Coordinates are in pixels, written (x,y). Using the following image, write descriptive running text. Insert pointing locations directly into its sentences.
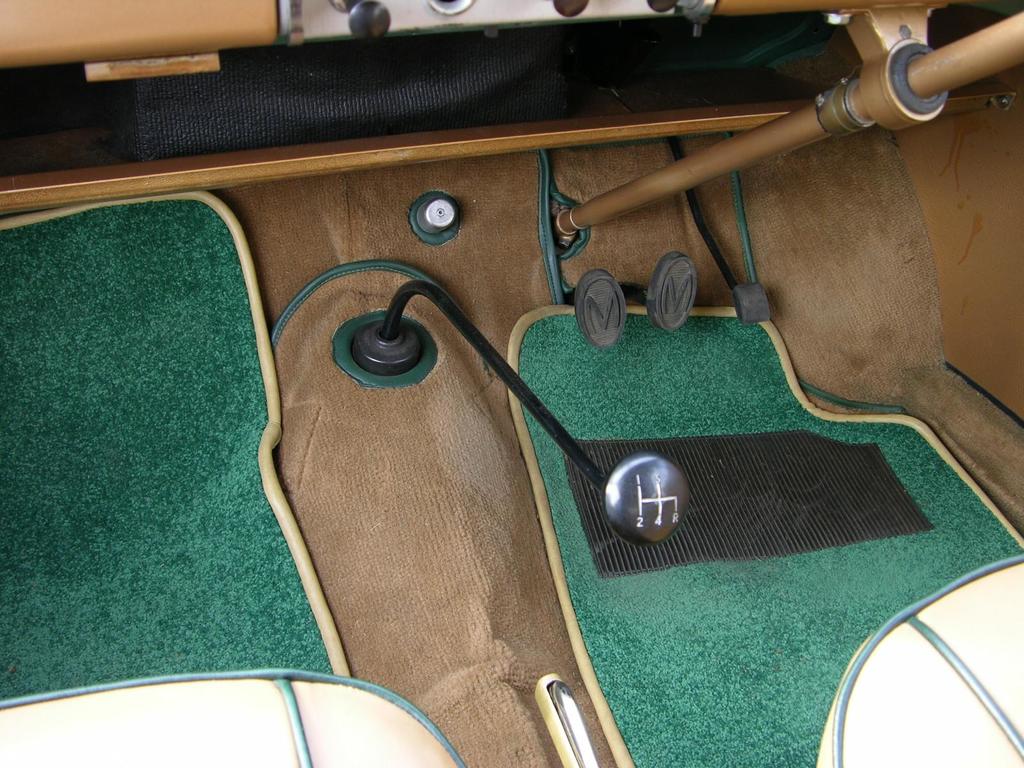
This is inside of a vehicle (346,463). There are mats (723,573), seats (949,683) and gear (661,532). Also there are pedals (681,309) of accelerator (745,316), brake (683,276) and clutch (606,326).
